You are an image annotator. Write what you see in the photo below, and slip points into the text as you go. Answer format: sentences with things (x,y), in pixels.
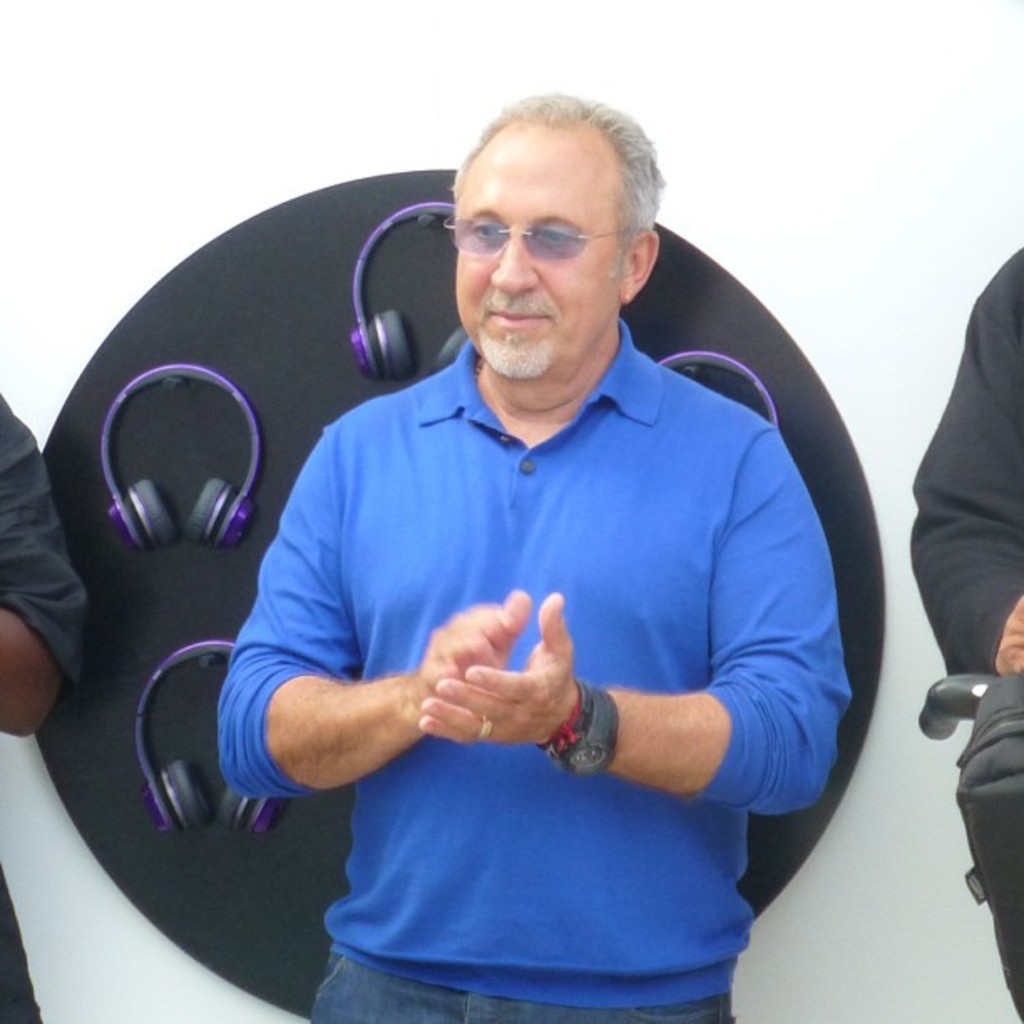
In this picture there is a man (571,596) who is standing in the center of the image (356,598) and there are other people (994,316) on the right (1022,490) and left side of the image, there is a poster (293,306) in the background area of the image (246,406).
